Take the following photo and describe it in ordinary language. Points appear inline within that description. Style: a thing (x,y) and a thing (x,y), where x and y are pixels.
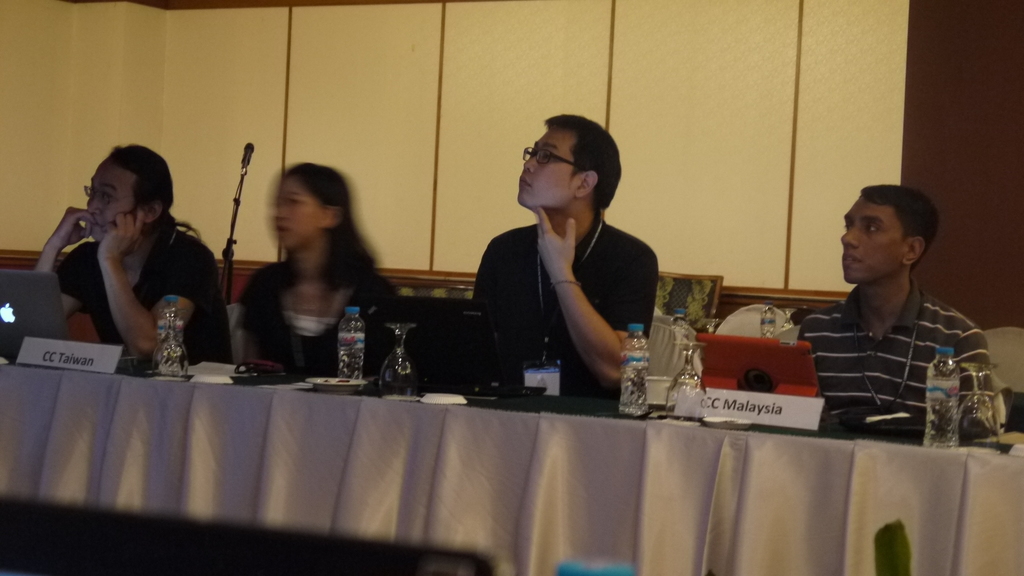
In the image there are few people (367,274) sat on chair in front of table (282,436) with mic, laptop (41,305) and with water bottle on it, this looks like a meeting room (730,98).
